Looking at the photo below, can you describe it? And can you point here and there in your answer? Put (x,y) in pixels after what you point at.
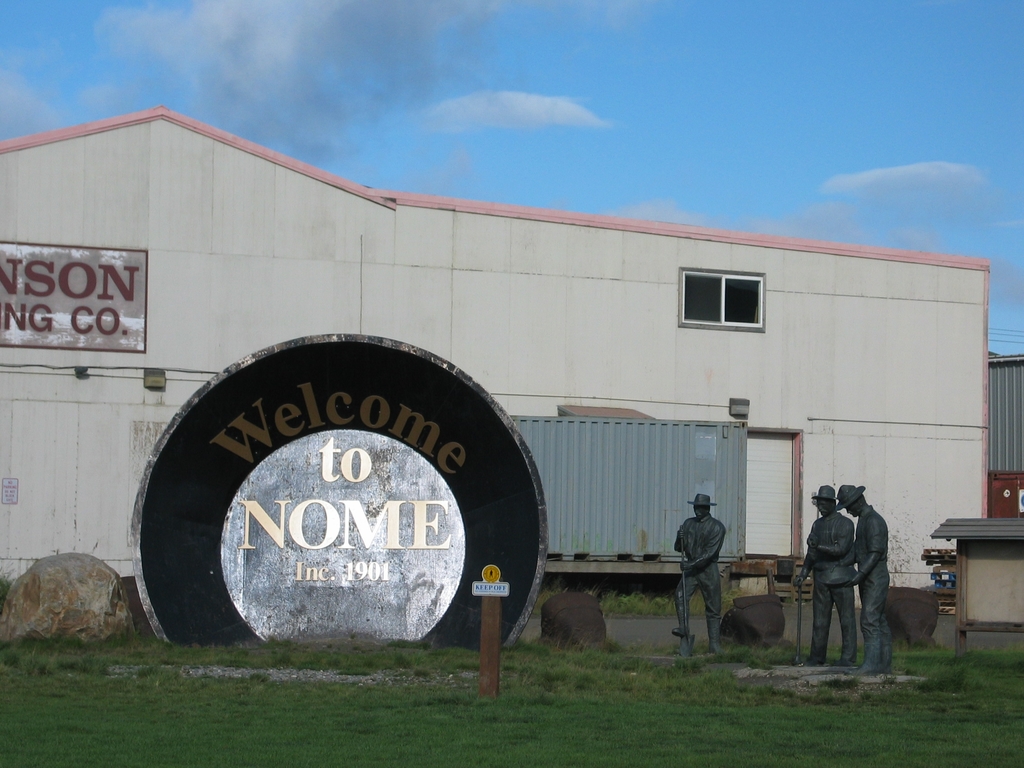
In this image I can see grass (337,700), few buildings (817,433), few sculptures (688,628) of people (871,666) and I can see something is written at few places. In the background (52,62) I can see clouds (579,115) and the sky (757,138).
